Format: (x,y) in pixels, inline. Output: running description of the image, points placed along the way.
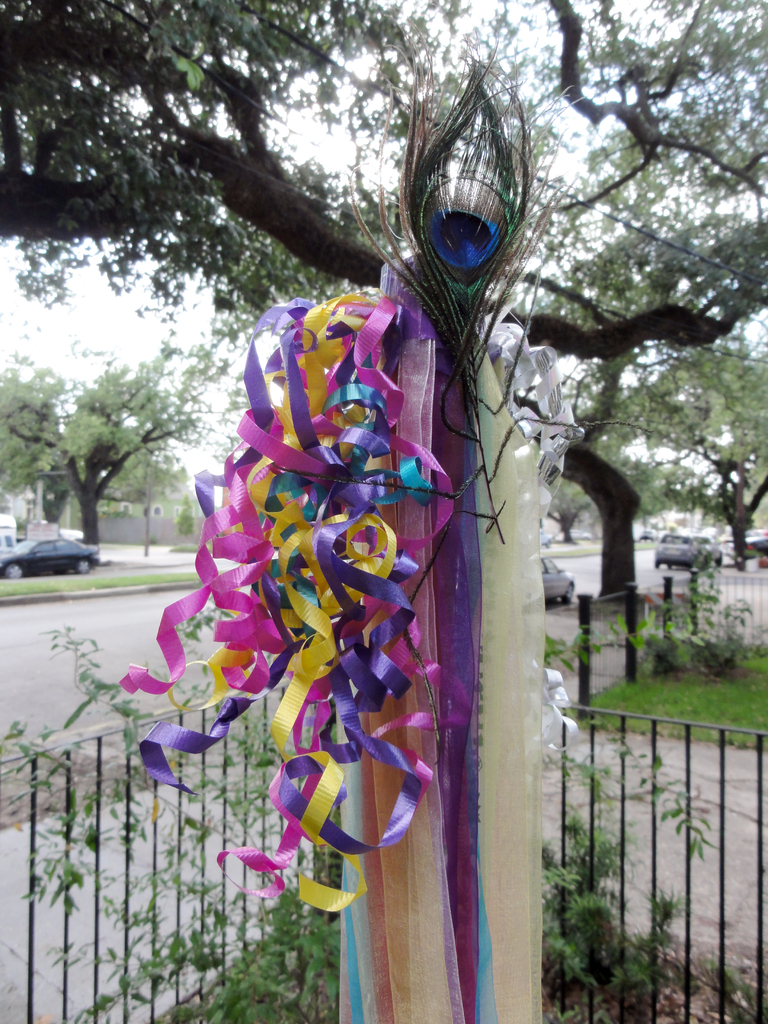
In this picture I can see a peacock feather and some decorative items (498,711), there are plants (647,979), iron grilles (591,726), there are vehicles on the road (100,635), there are trees (64,84), and in the background (727,204) there is sky (543,15).
